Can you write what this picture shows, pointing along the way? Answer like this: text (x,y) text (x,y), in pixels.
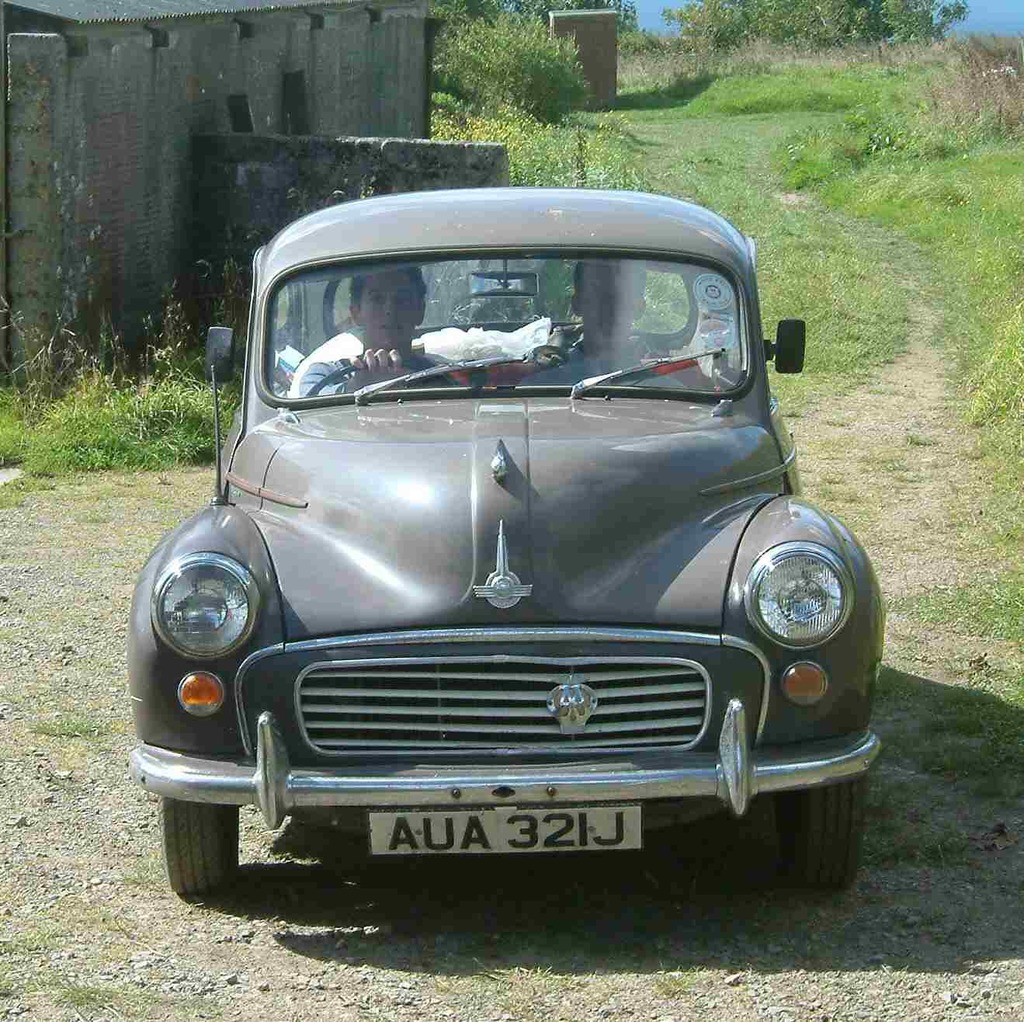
In the middle of the image (574,611) we can see a car (528,427) and two persons (383,342) are seated in it, in the background (873,84) we can see a house (189,125), grass (641,120) and few trees (656,44).
